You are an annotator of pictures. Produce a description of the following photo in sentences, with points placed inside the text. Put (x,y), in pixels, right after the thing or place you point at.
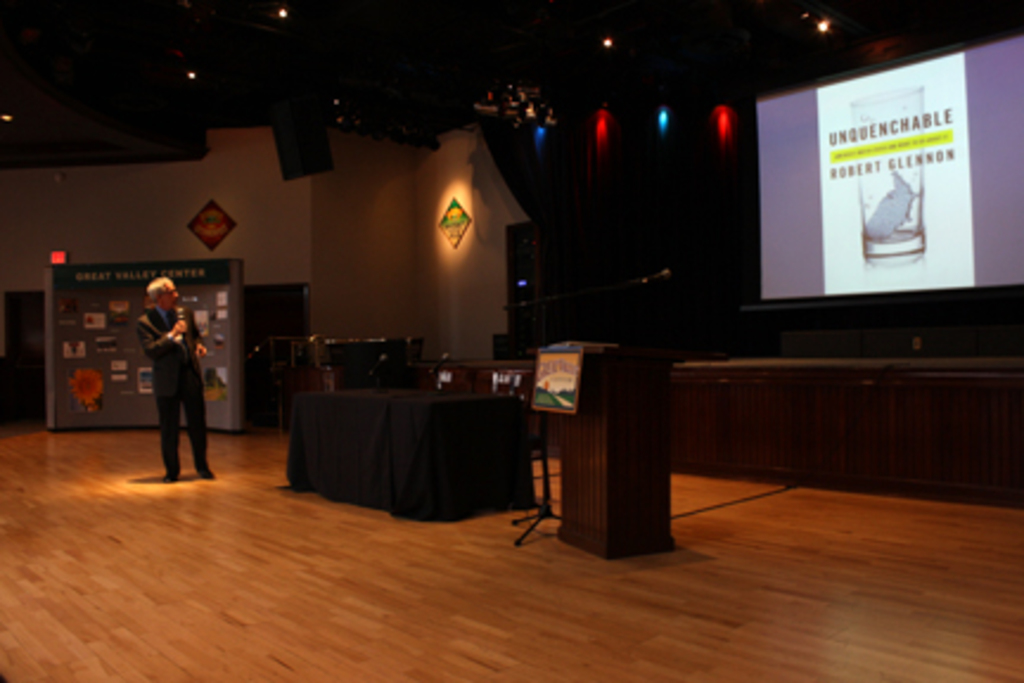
On the left side of the image (193,359) we can see person (180,378) standing on the dais (160,475) and holding mic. In the center of the image (406,437) we can see table (416,442) and cloth (416,442). On the right side of the image (827,235) we can see screen (867,227), table (915,444) and desk (568,423). In the background (217,298) we can see photos (96,376) attached to the wall (76,359), photo frames (448,226), light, speaker (304,156) and wall (279,220).
